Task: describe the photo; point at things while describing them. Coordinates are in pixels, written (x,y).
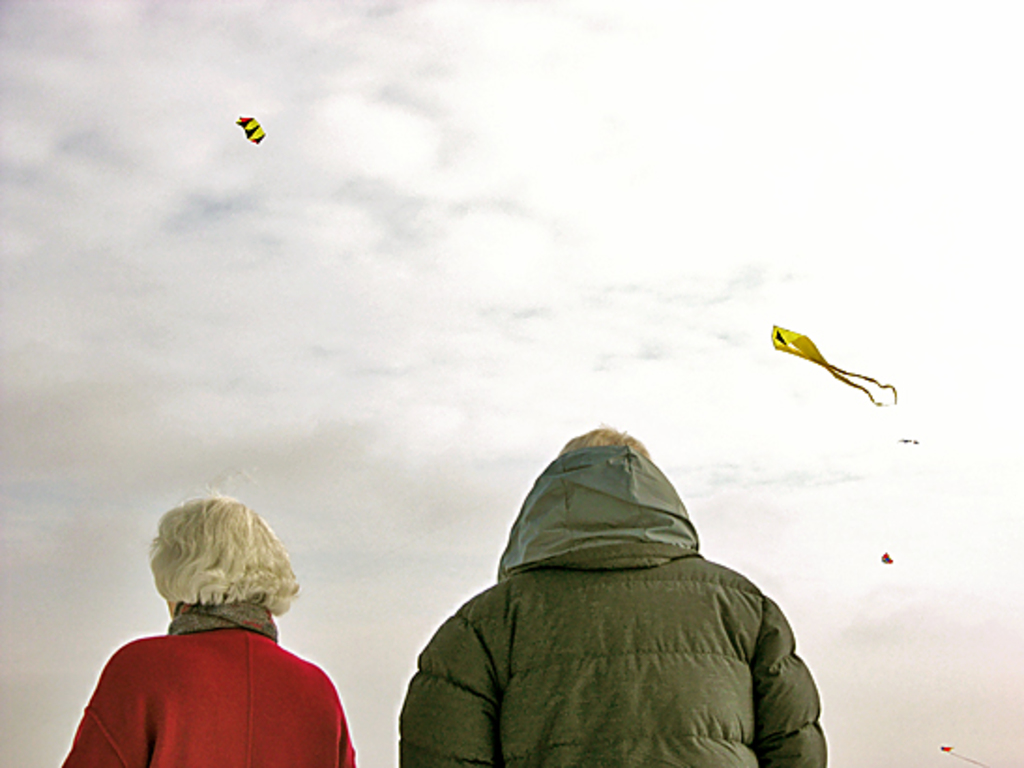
In this image I can see two people (260,690). In the background (423,453), I can see the kites (804,349) and clouds (573,199) in the sky (502,222).
